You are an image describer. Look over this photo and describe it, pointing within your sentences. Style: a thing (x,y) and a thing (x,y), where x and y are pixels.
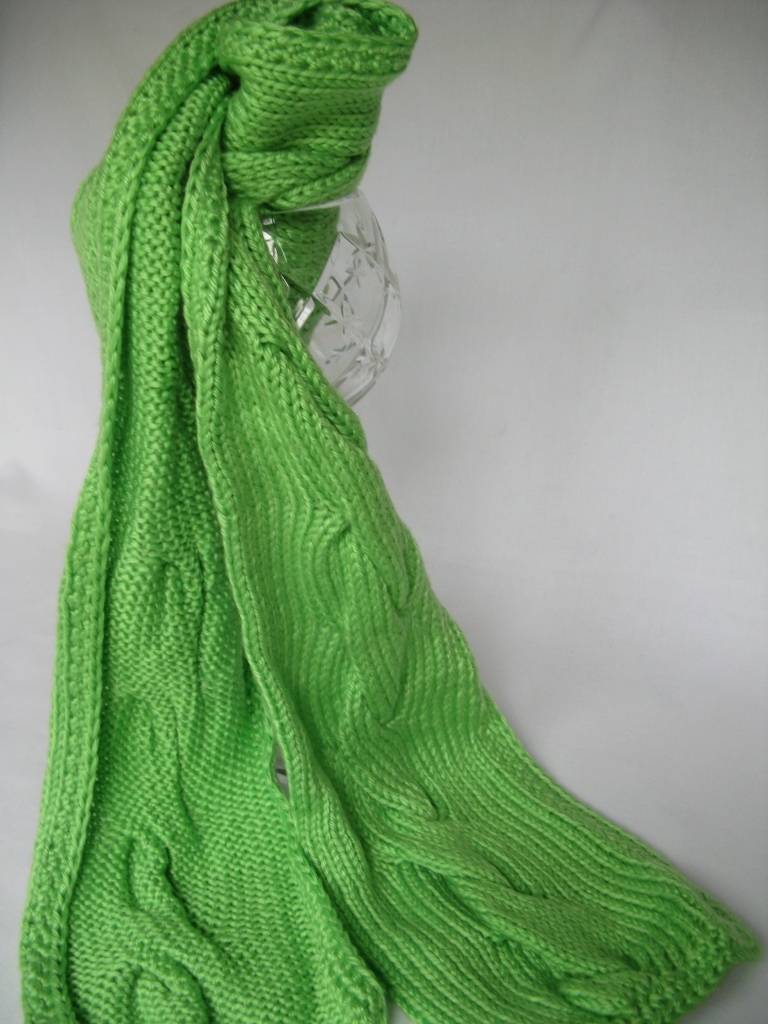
In this image, this looks like a glass jar (345,296). I think this is a green color muffler (208,712). The background (484,121) looks white in color.
